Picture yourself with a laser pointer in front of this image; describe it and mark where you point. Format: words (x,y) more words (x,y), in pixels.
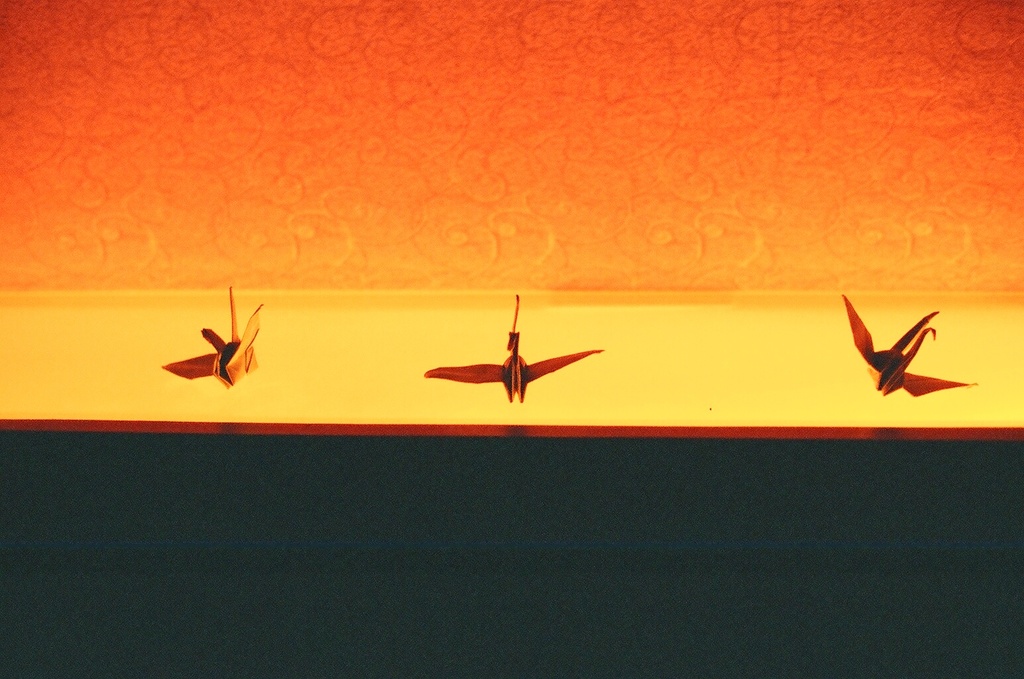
In this image there are few objects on the wooden platform (714,382). In the background of the image (568,134) there is a wall (540,141).
